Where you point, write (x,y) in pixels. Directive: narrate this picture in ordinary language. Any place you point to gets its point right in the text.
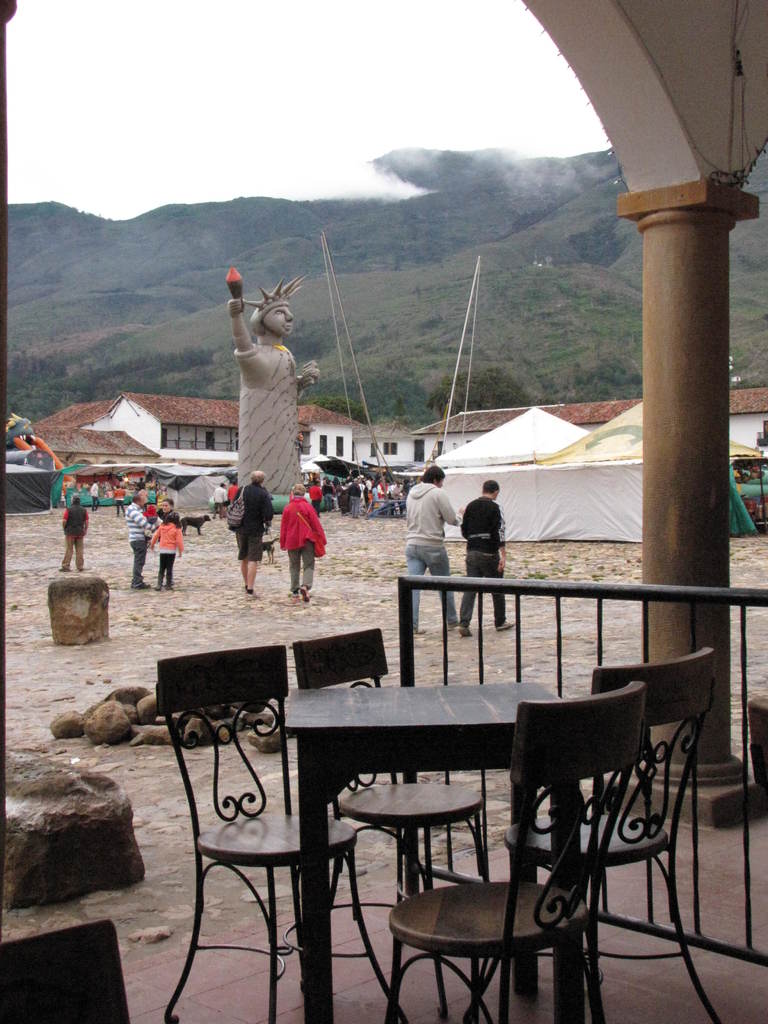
At the bottom (394,771) there is a table (426,726) and few chairs (489,934). On the right side (668,545) there is a railing (746,718) and a pillar (671,340). On the left side (49,801) there are few stones (49,790) on the ground (72,747). In the background (434,526) there are few people (445,507) walking on the ground (192,613) and there is a statue of a person (268,392). In the background (198,427) there are many trees (411,416) and houses (408,428) and also there is a tent (542,460). At the top of the image (275,91) I can see the sky (266,75).
